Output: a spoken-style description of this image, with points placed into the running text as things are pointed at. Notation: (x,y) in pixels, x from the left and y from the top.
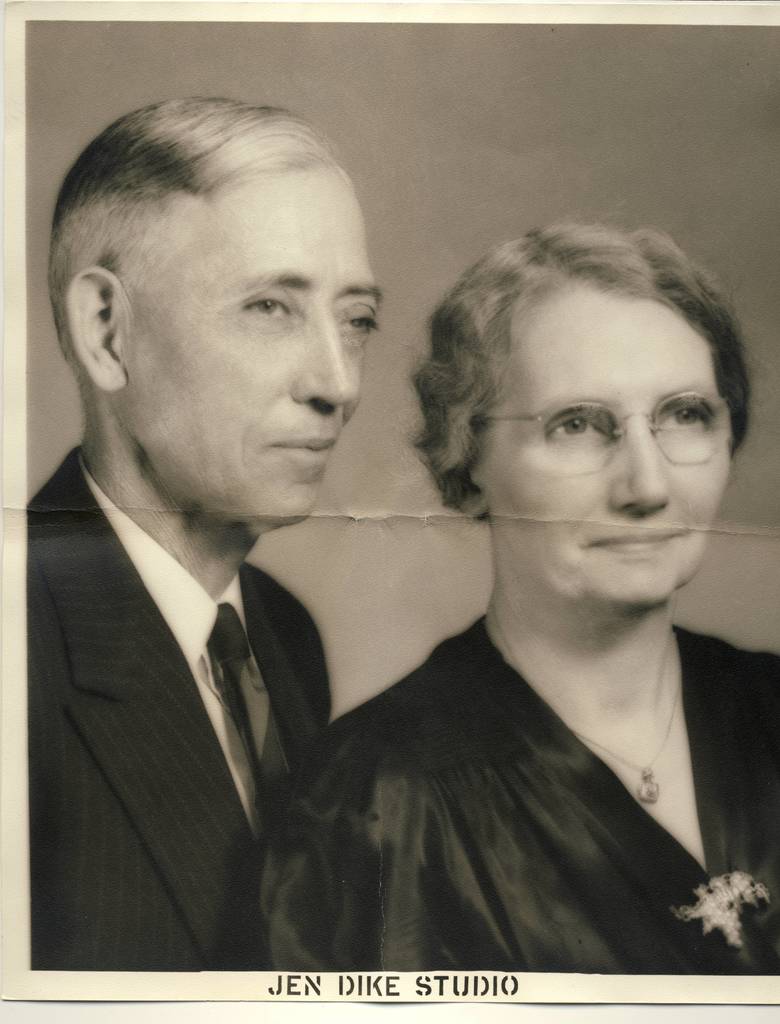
This is a black and white poster (314,563), we can see two persons (311,962) on the poster (311,885) and at the bottom of the poster (343,928) we can see some text (289,991).
